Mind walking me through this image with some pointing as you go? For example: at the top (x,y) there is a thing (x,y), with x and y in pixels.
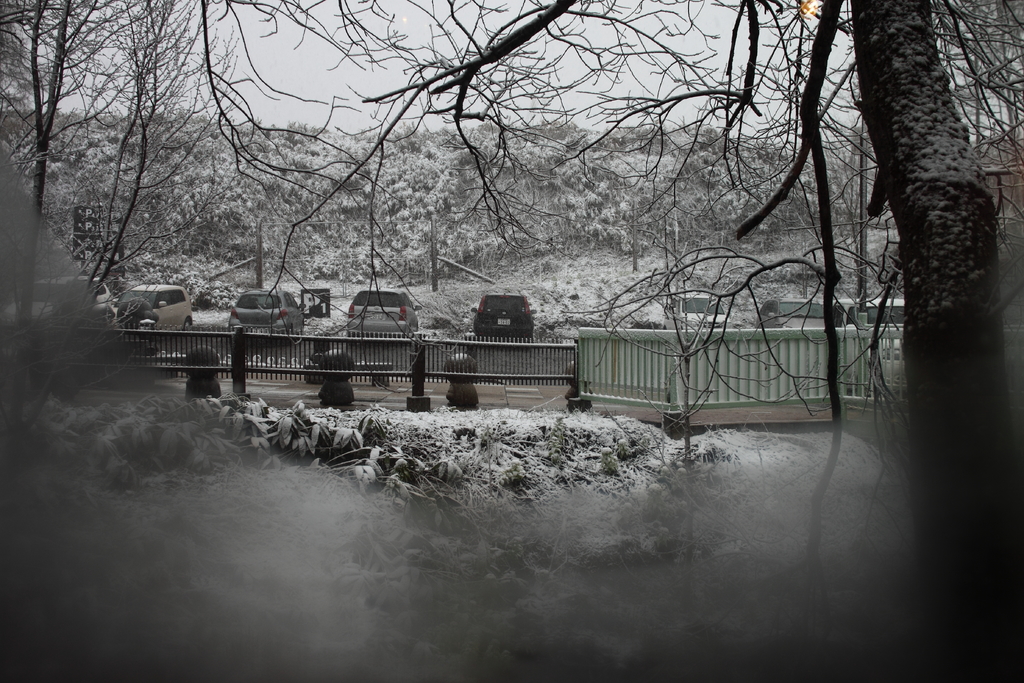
In the image it seems like there are some leaves (322,440) in the foreground (386,459) and behind the leaves (410,493) there is a fencing (712,381), on the right side (890,183) there is a tree (785,179) and behind the fencing (168,336) there are vehicles (184,287) and in the background (384,215) there are a lot of trees (688,201).
